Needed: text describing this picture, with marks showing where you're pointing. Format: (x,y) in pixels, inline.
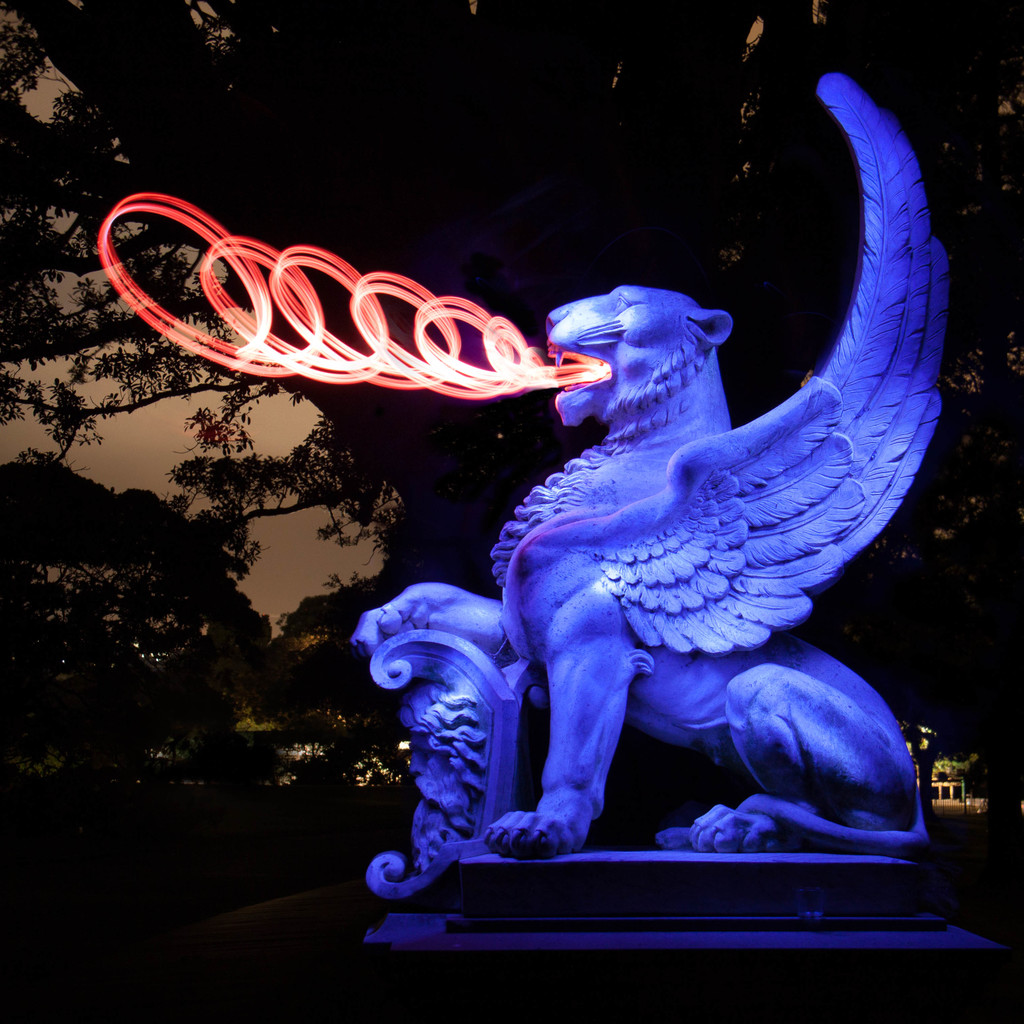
In this image we can see a statue (411,632). There are trees (397,501) and sky (297,433) in the background (405,472).
